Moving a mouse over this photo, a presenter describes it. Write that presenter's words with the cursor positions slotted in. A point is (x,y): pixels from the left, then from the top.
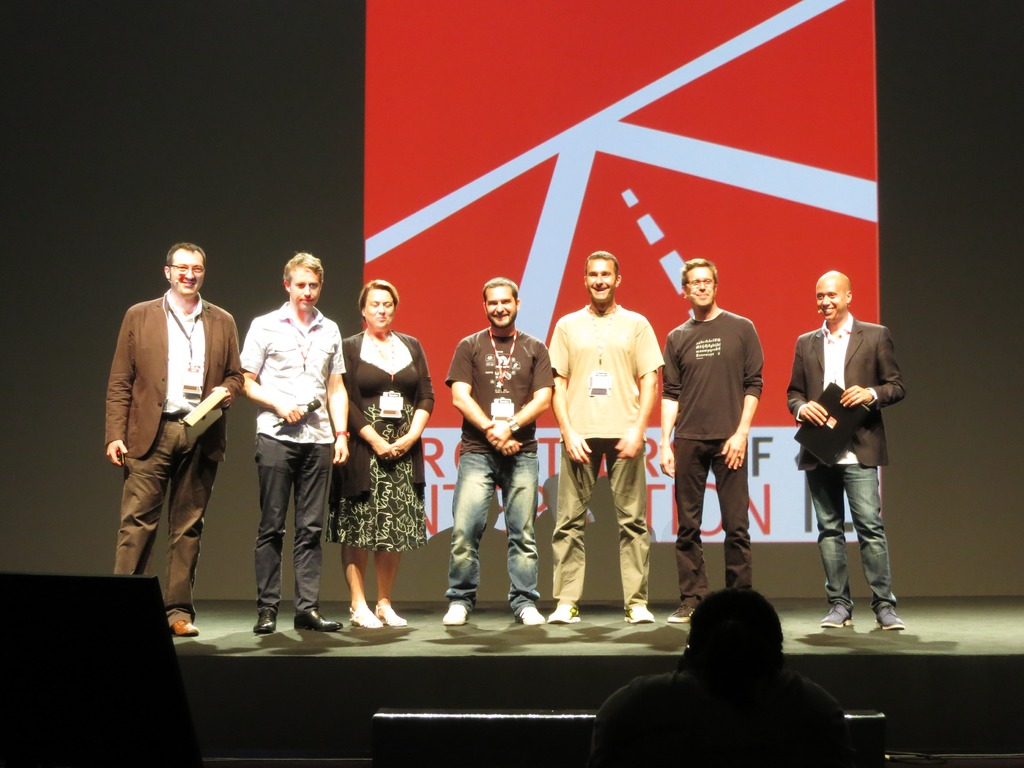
In this image we can see some persons (565,416), microphone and other objects (131,705). In the background of the image (468,150) there is a wall (328,95) and a projector screen (402,95). At the bottom of the image (568,715) it looks like a person (608,705) and other objects (171,693).
